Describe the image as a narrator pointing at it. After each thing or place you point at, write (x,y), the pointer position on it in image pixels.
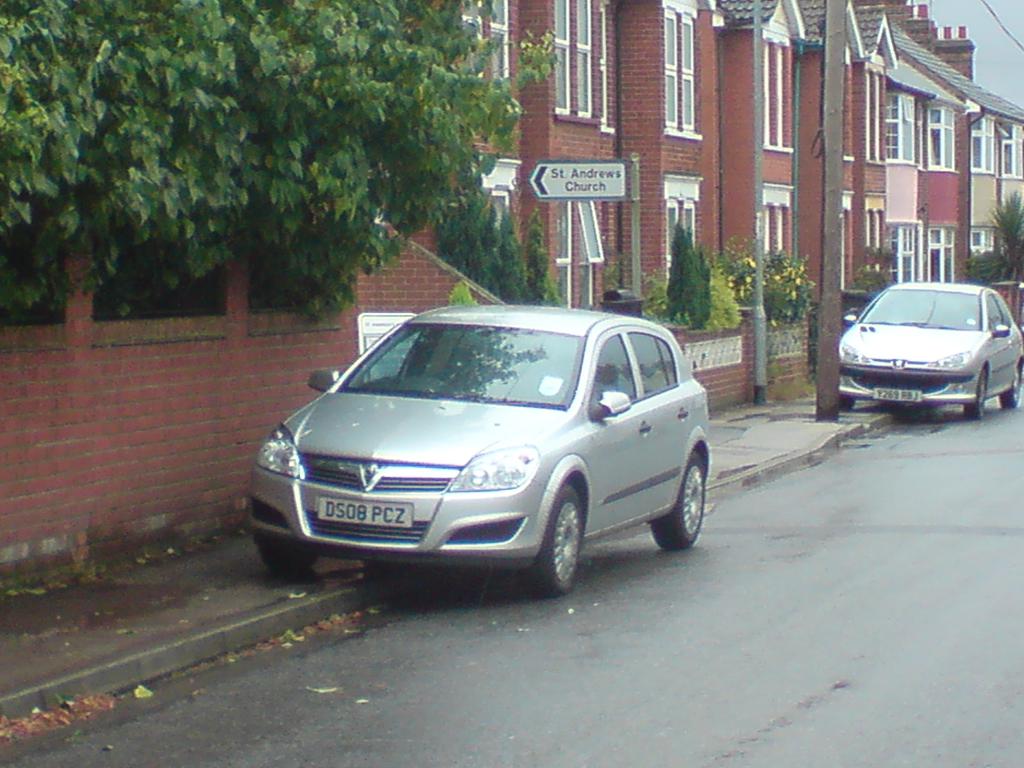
In this picture we can see couple of cars (868,328), in the background (536,142) we can find few buildings (566,132), trees (221,115) and a signboard (555,162).
